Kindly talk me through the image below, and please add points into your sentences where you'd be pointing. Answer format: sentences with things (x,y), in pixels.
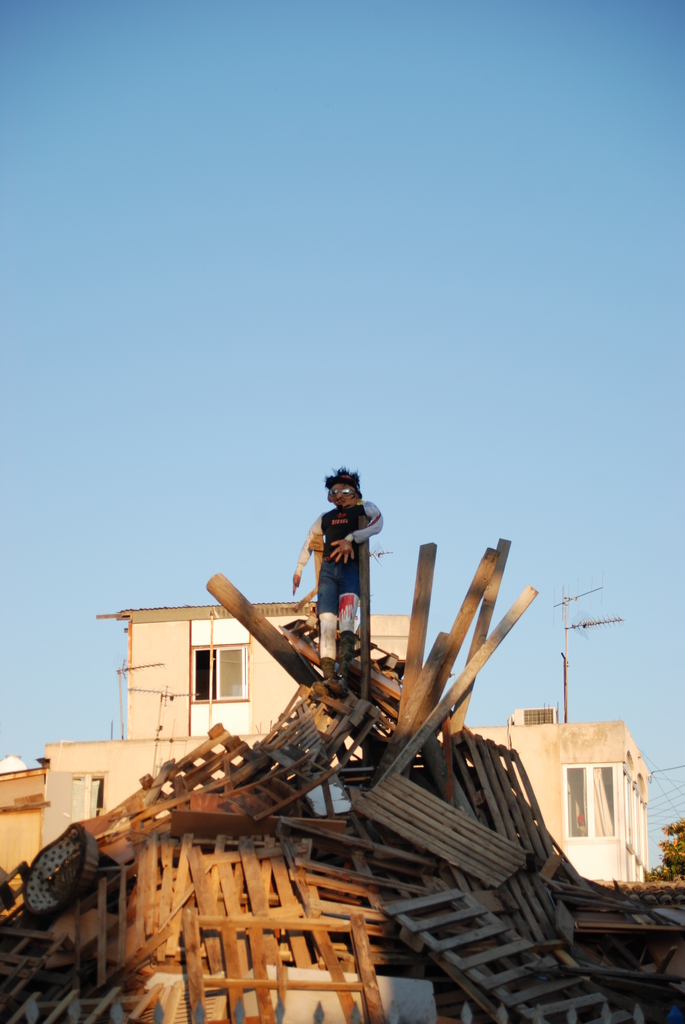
In this image I can see number of wooden objects (309,913) which are brown in color and on them I can see a doll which is in the shape of a person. In the background (159,723) I can see few buildings (577,826), few antennas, few trees (670,864) and the sky (357,392).
